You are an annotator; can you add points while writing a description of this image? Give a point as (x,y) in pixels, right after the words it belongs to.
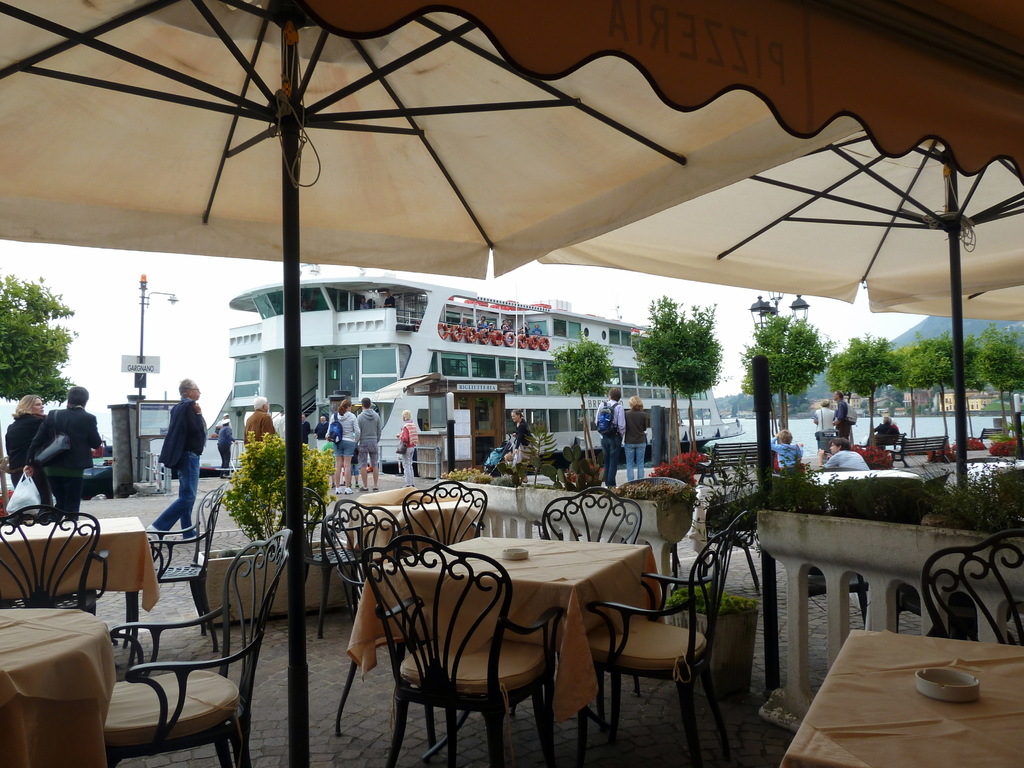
This is the table (540,584) covered with cloth (540,596) and chairs (495,641). There are group of people (350,414) standing and these are the trees (785,356). This looks like a ship (392,357). These are the tents (559,130). I can see few people (841,454) sitting on the bench (902,440).
